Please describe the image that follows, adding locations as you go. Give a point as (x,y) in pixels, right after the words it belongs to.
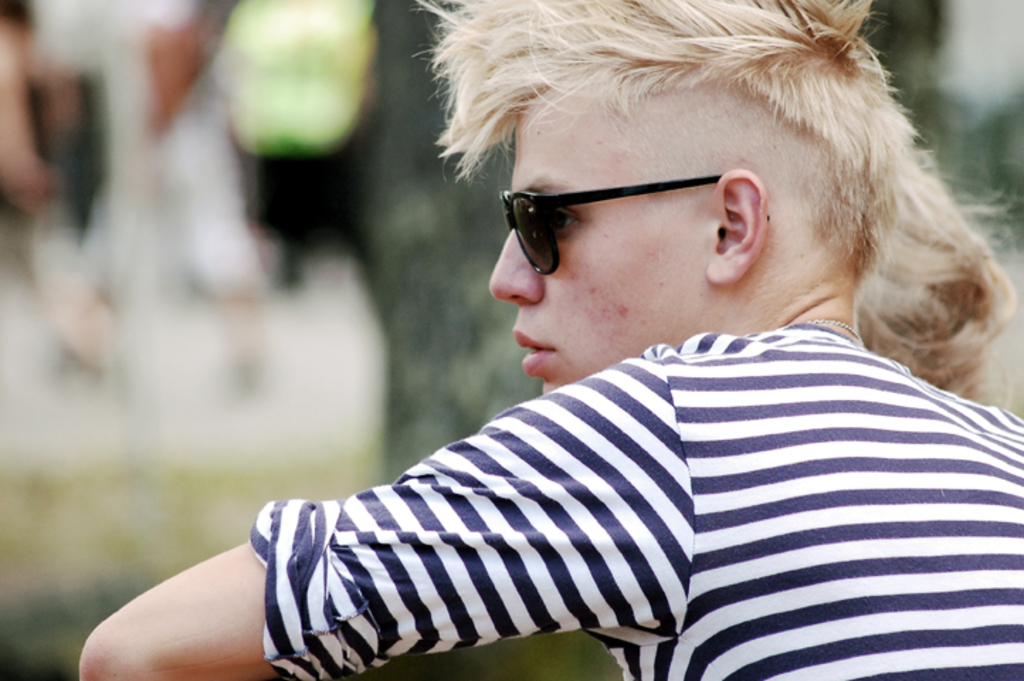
In this image there is a person (610,233) with spectacles (519,237), and there is blur background (992,114).
